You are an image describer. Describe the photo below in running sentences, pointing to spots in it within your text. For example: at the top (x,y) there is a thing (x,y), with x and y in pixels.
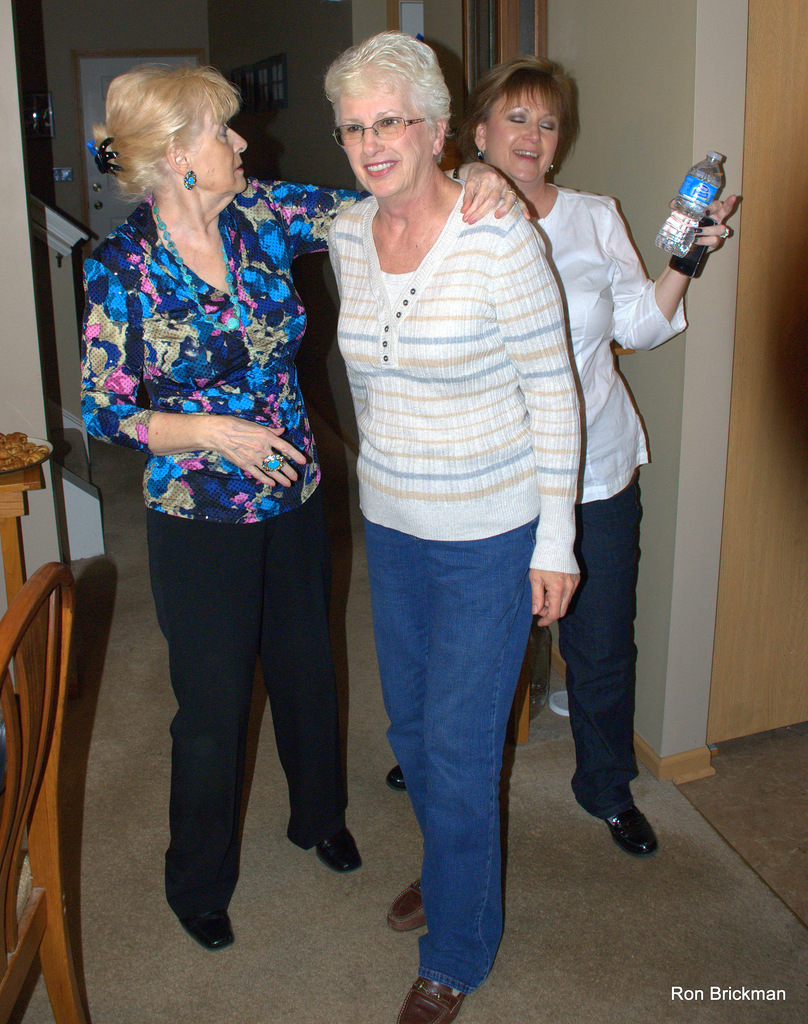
On the background (298,60) we can see frame (280,73) over a wall (309,26), door (92,112) and stairs (55,291). We can see three women (332,684) standing on the floor (127,575). We can see this woman (566,242) is holding a water bottle (711,180) in her hands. At the left side of the picture (47,710) we can see chair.
